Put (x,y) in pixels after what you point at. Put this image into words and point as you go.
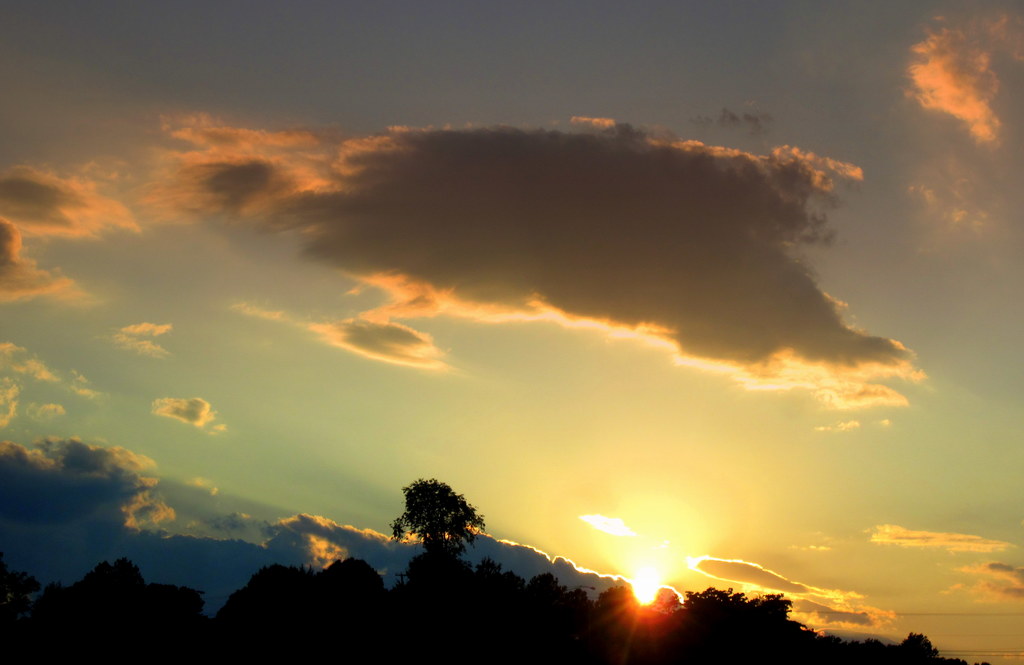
In this image at the bottom (523,621) there are some trees (675,617), and at the top of the image (491,215) there is sky (631,418) and some clouds (60,532).
